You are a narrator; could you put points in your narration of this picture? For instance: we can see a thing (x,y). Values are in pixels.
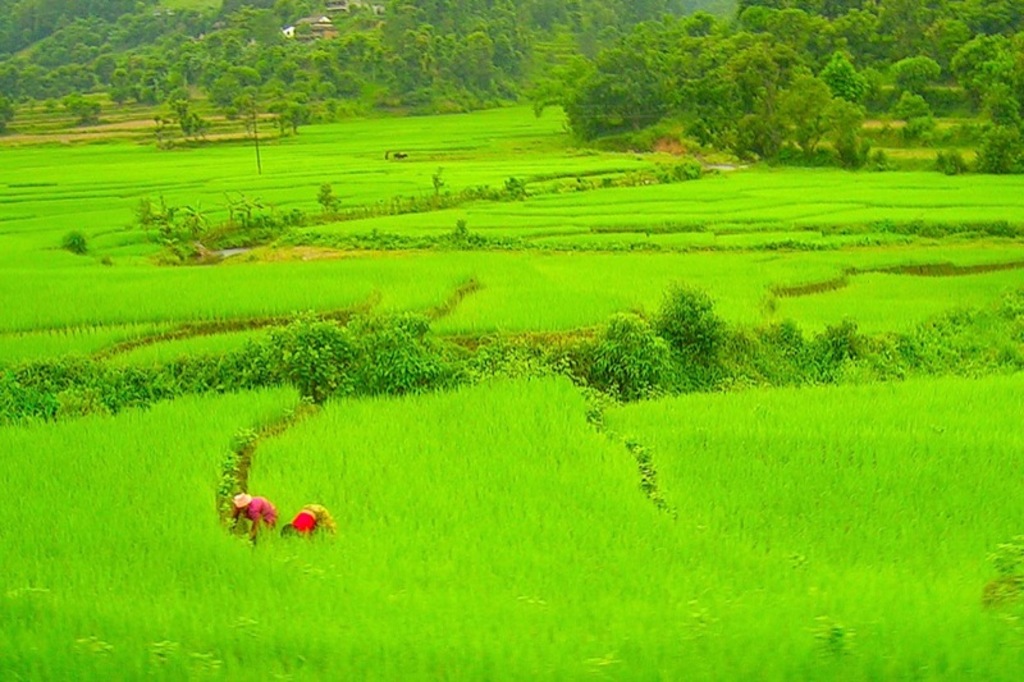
In this image I can see an open grass ground (382,277) and on it I can see plants (781,370) and number of trees (225,53). I can also see two persons (271,517) in the front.
